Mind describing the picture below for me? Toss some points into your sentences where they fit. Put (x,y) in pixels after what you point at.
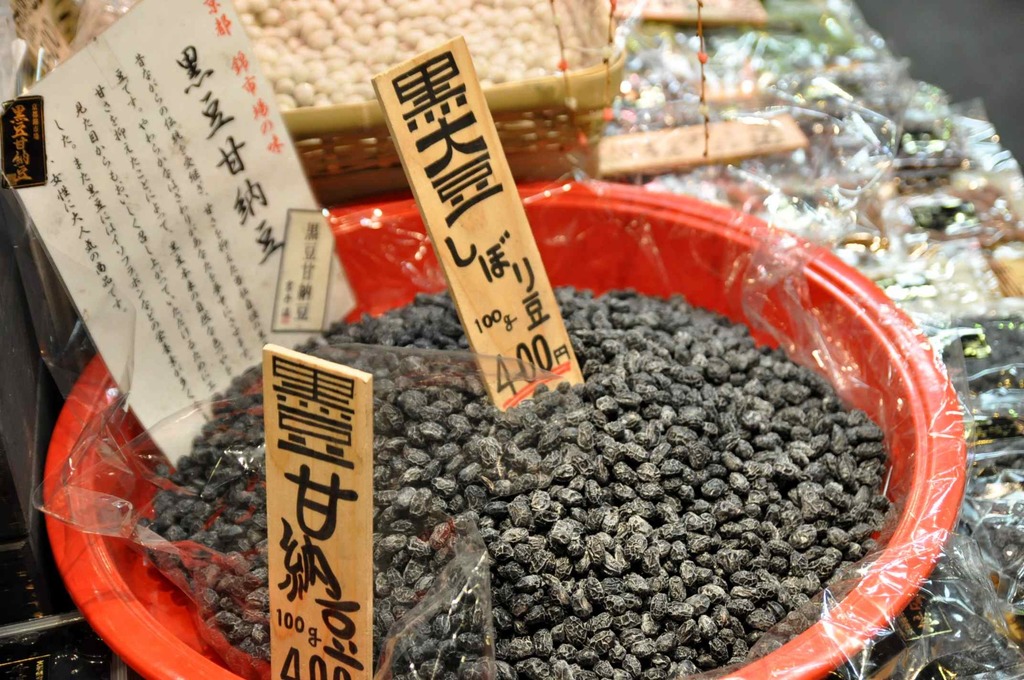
There are some objects (450,499) present in the baskets (951,512) as we can see in the middle of this image (571,253). There are name boards (269,285) on the left side of this image (290,281). We can see some covers (969,255) and objects (904,201) on the right side of this image (935,286).
